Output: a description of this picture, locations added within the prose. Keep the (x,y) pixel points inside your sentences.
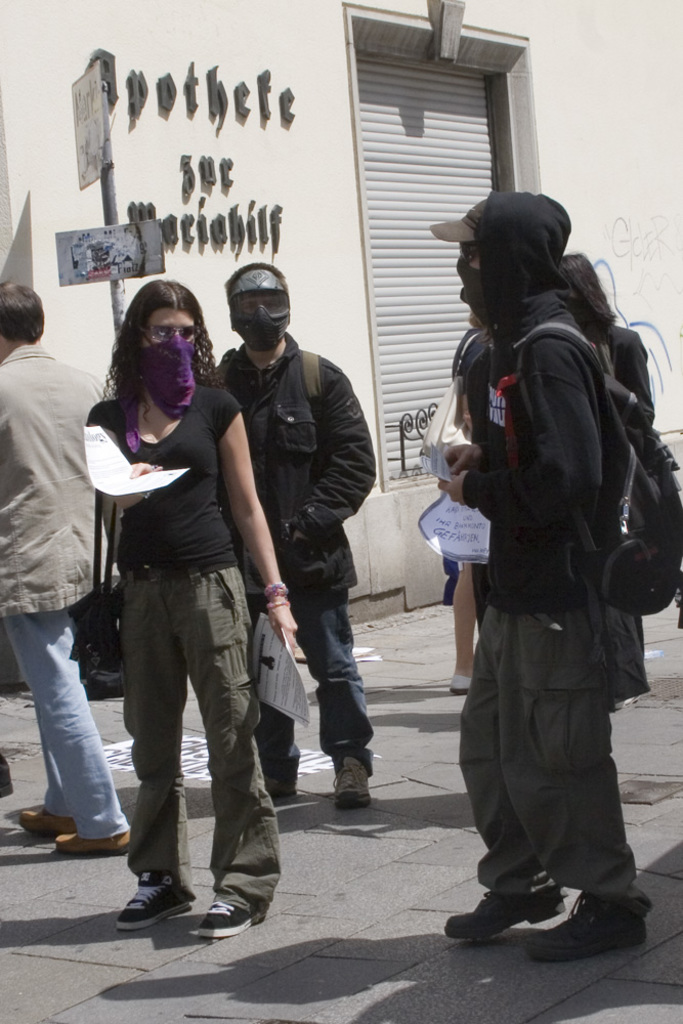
In this picture I can see group of people (371,454) standing, two persons (180,317) holding papers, there are boards (98,87) to a pole (104,79), there is a shutter (409,79), there are words (254,218) on the wall (180,237).
